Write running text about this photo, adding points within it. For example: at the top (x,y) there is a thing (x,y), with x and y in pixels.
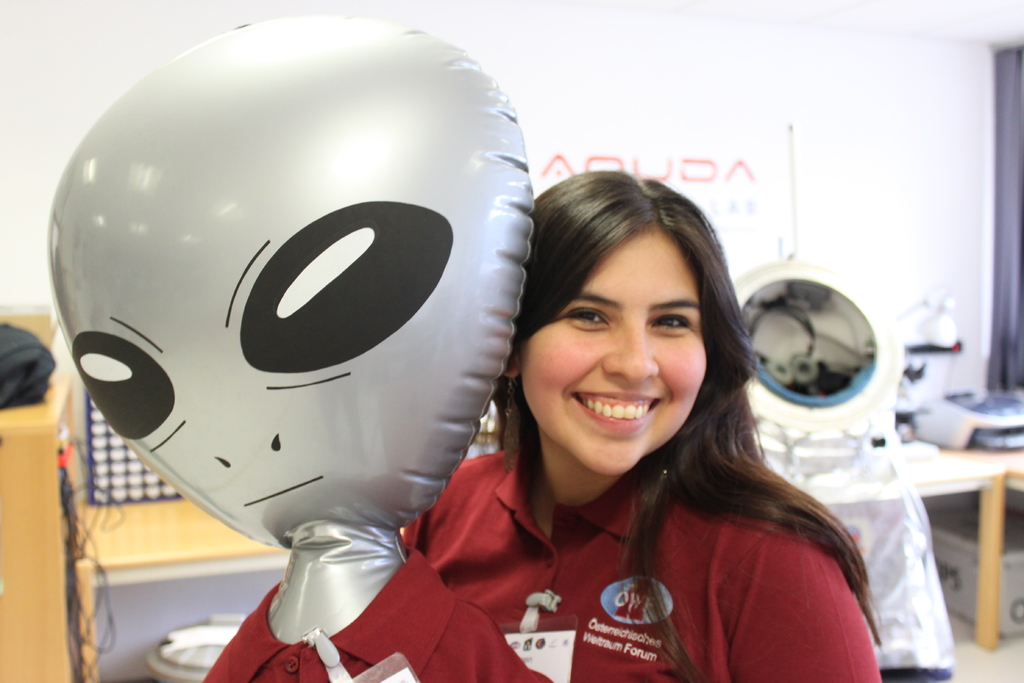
In this image we can see a woman (643,585) wearing maroon color T-shirt (624,645) is smiling and holding an alien air balloon (268,226) with maroon T-shirt (345,631) and identity card (399,658). The background of the image (3,339) is slightly blurred, where we can see wooden table (192,552), wires (76,528), a few things (769,308) here and the banner (711,154).
